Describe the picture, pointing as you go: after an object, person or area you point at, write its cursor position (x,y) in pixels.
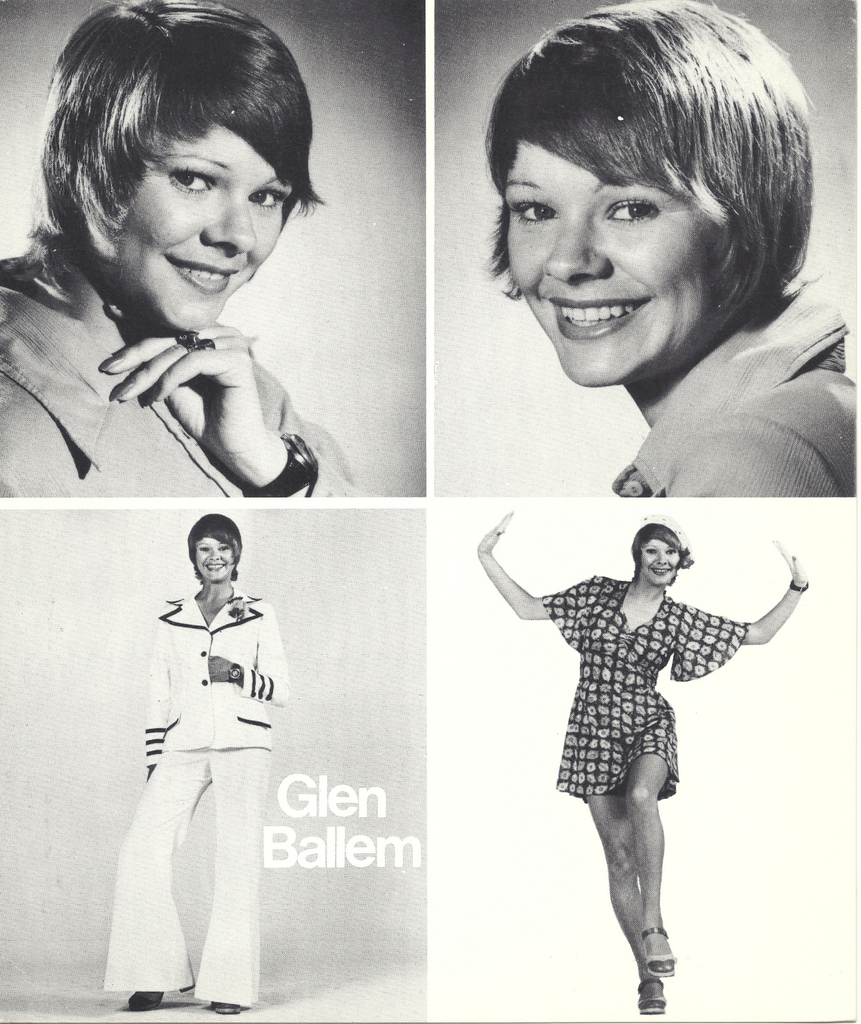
In this picture I can see a woman (193,647) smiling on the left side (265,767), on the right side (596,604) a woman (657,803) is jumping, it is a photo collage.
